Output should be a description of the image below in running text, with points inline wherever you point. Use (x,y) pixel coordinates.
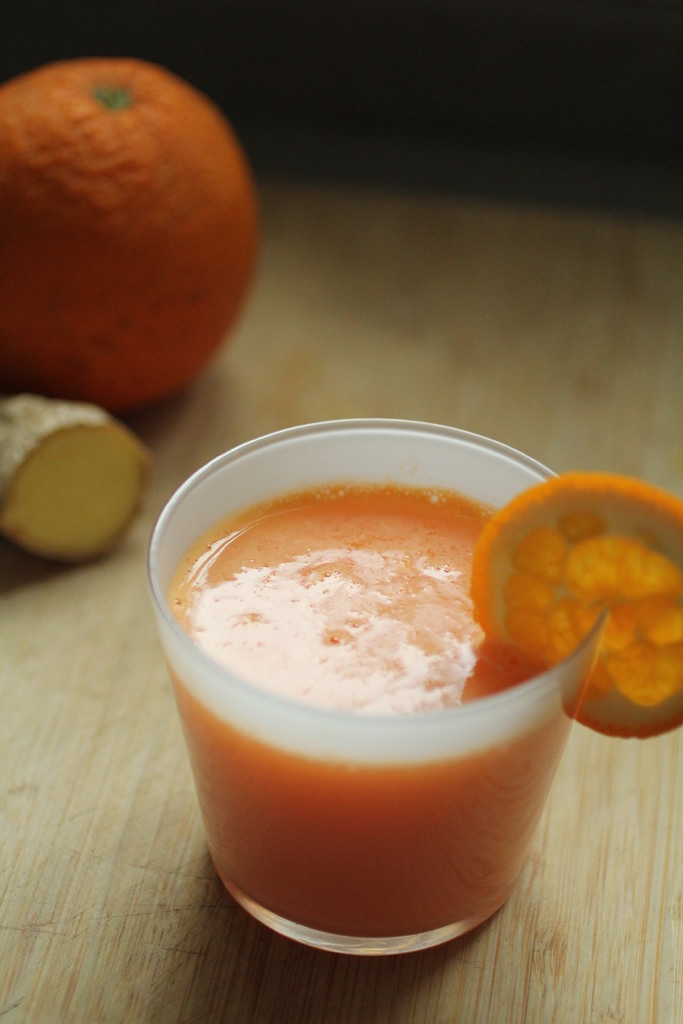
In this image we can see juice (422,677) in a glass (431,739) and the glass (328,754) is on the wooden surface (578,909). In the left top of the image (99,160), we can see an orange (109,194) and one circular shape thing (99,433).
